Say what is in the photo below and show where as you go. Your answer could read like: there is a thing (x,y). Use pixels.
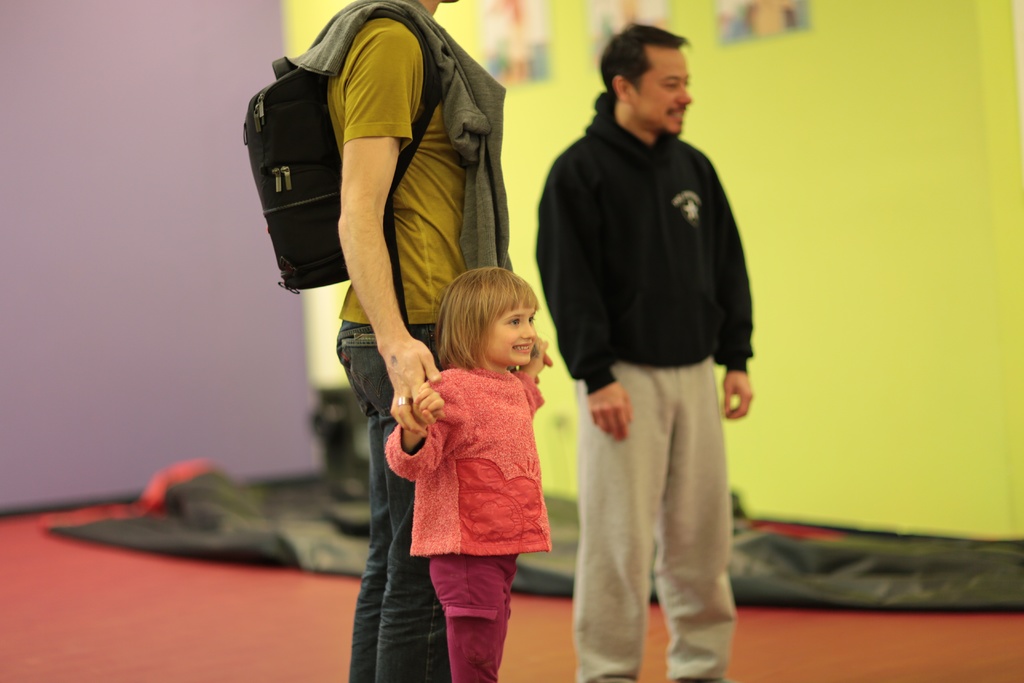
In this image we can see there are two people (444,207) standing on the floor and there is a kid (462,511), one of them is holding a bag (311,143) and a cloth (345,50). There is a carpet (862,565) on the floor (914,627). In the background (486,12) there are a few posters (775,35) attached to the wall (854,392).
